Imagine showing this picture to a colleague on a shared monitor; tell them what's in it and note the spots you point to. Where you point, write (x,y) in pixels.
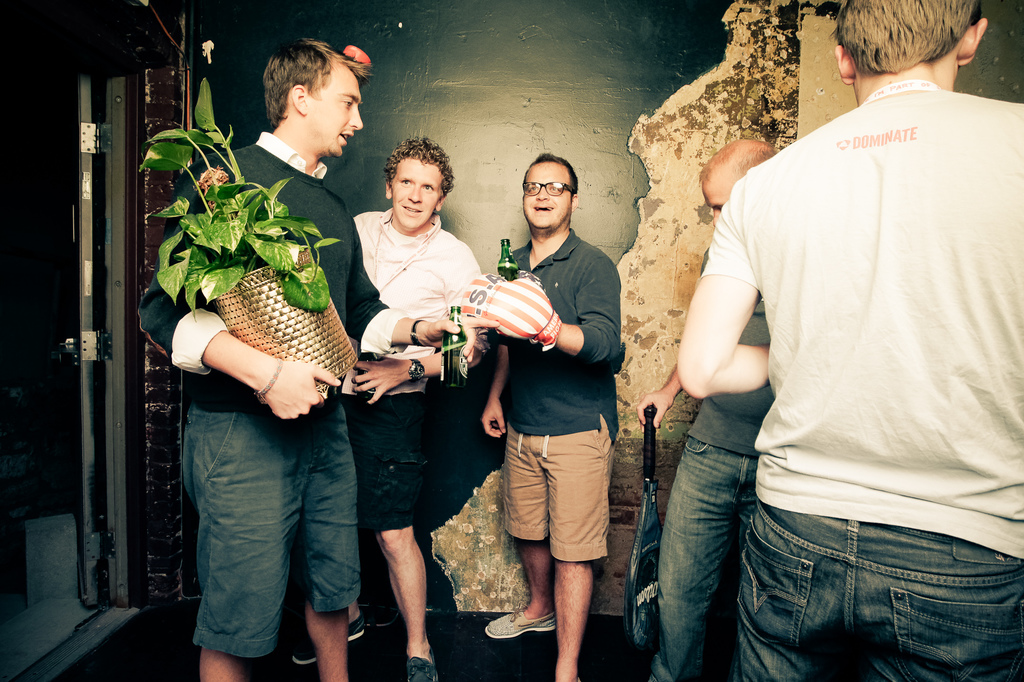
There are people (1006,276) and this man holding plant (231,218) in vase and bottle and this man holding a racket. In the background (616,88) we can see wall (562,63).
